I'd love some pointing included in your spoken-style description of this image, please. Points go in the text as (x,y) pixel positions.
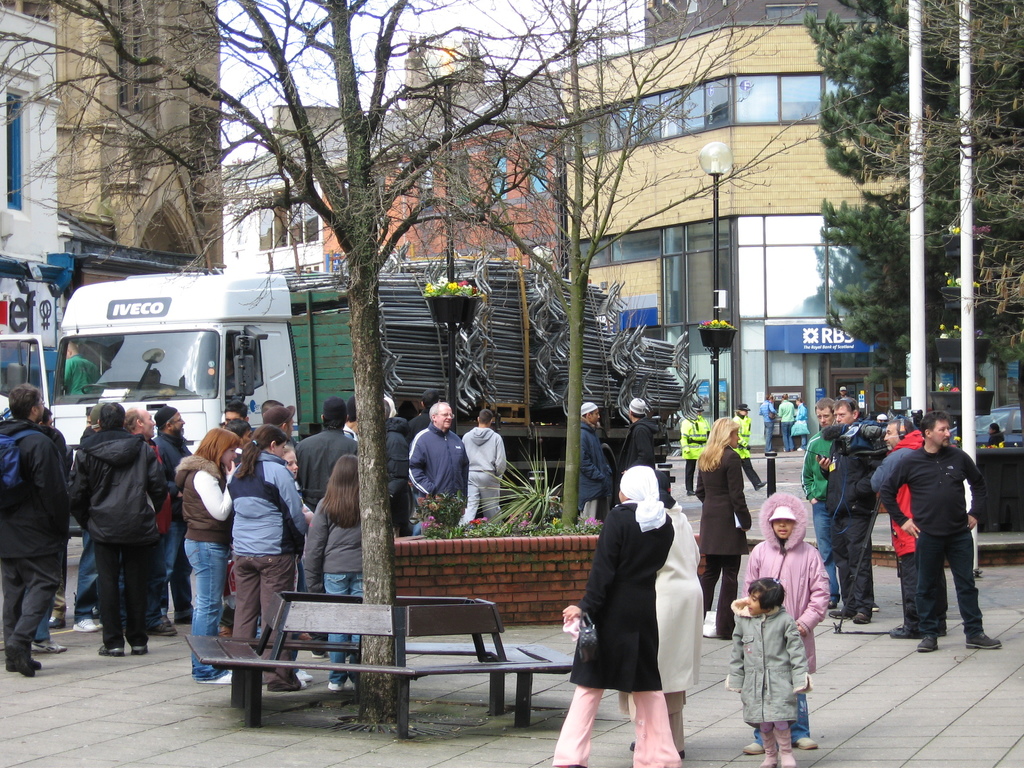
In this image we can see there are buildings (115,142), trees (587,199), poles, people (657,554), benches (408,668) and vehicles (149,383).
